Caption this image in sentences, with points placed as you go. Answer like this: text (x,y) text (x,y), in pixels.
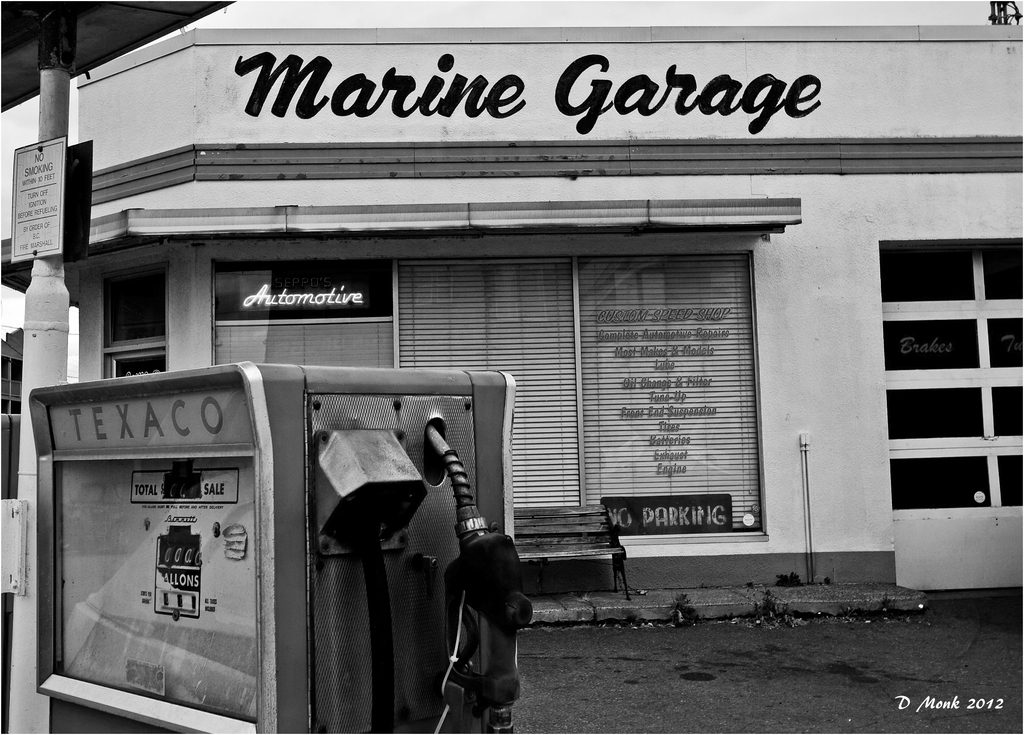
This is a black and white image. In the background of the image (581,357) there is a store (1001,174). There is a bench (594,517). In the foreground of the image (509,722) there is a fuel filling machine (306,721).
